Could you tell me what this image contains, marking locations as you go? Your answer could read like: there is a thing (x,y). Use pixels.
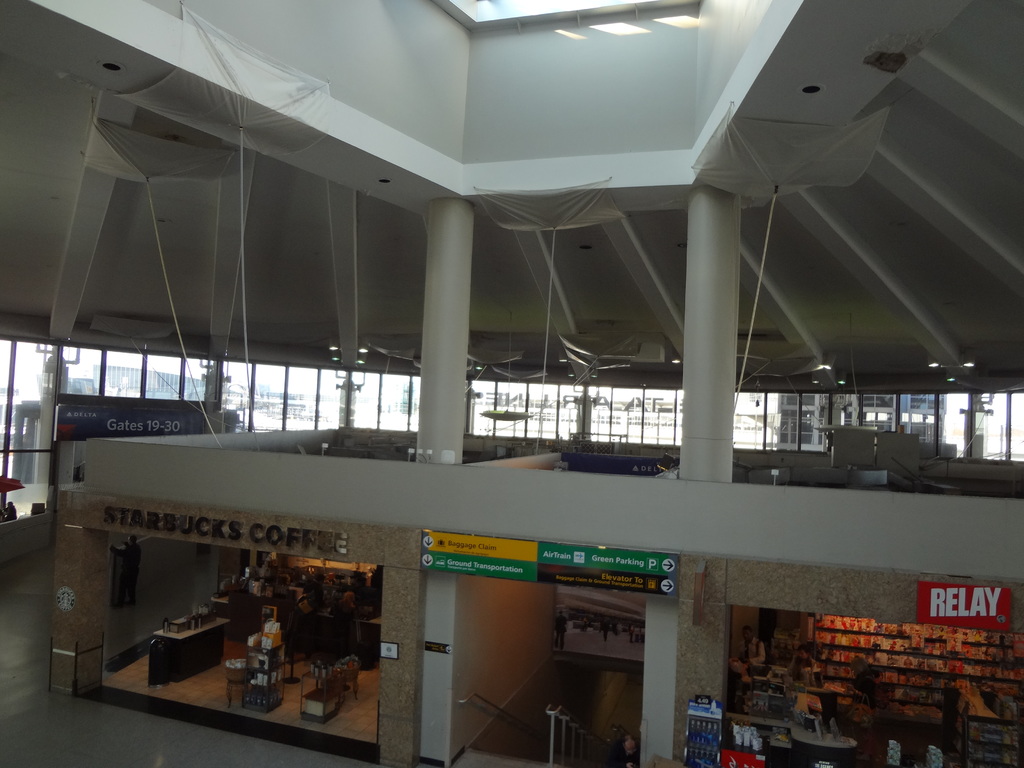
In this image we can see group of stores (149,633) placed on the floor (240,736), group of sign boards (634,584) are placed on the wall (889,565). In the background (386,405), we can see the windows (933,410).
